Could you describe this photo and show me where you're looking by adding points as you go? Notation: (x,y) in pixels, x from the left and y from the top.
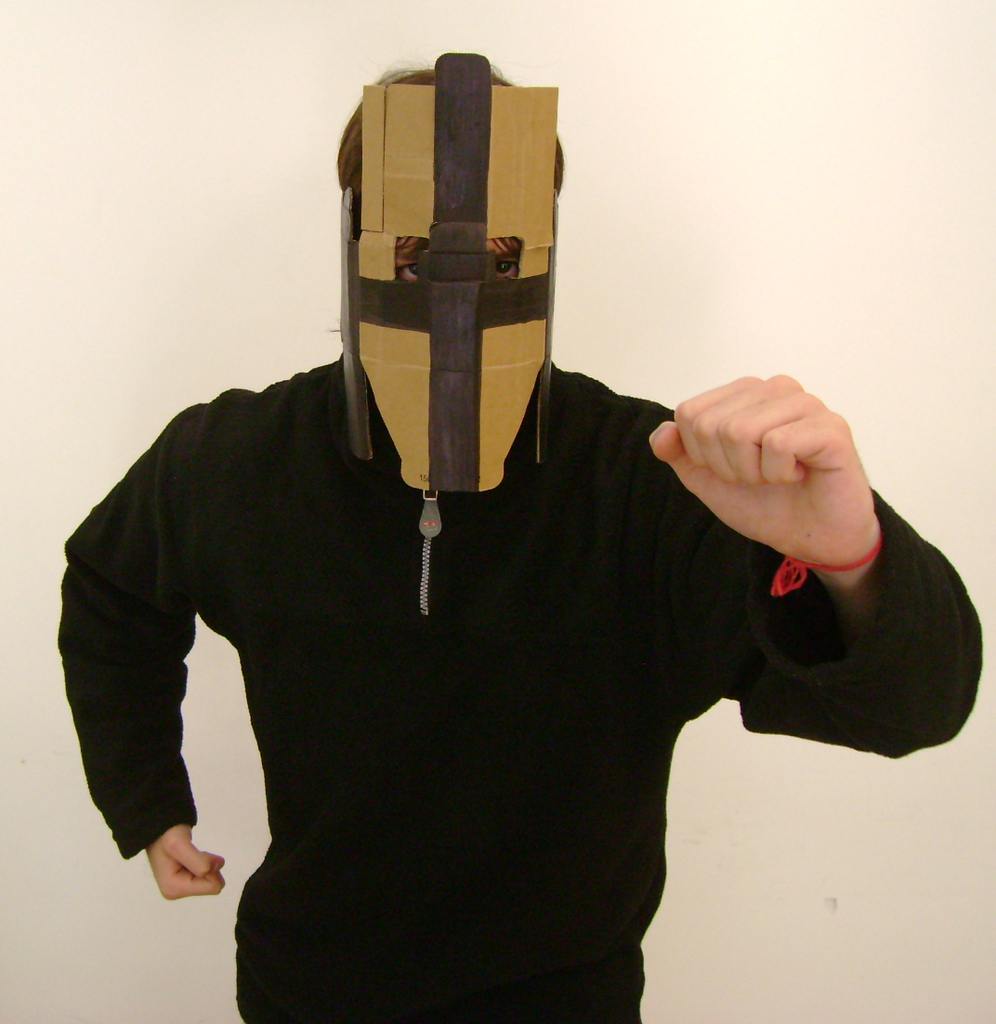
In the middle of this image (481,624), there is a person (484,388) in black color jacket (454,825), wearing a mask (438,214). And the background (123,199) is white in color.
